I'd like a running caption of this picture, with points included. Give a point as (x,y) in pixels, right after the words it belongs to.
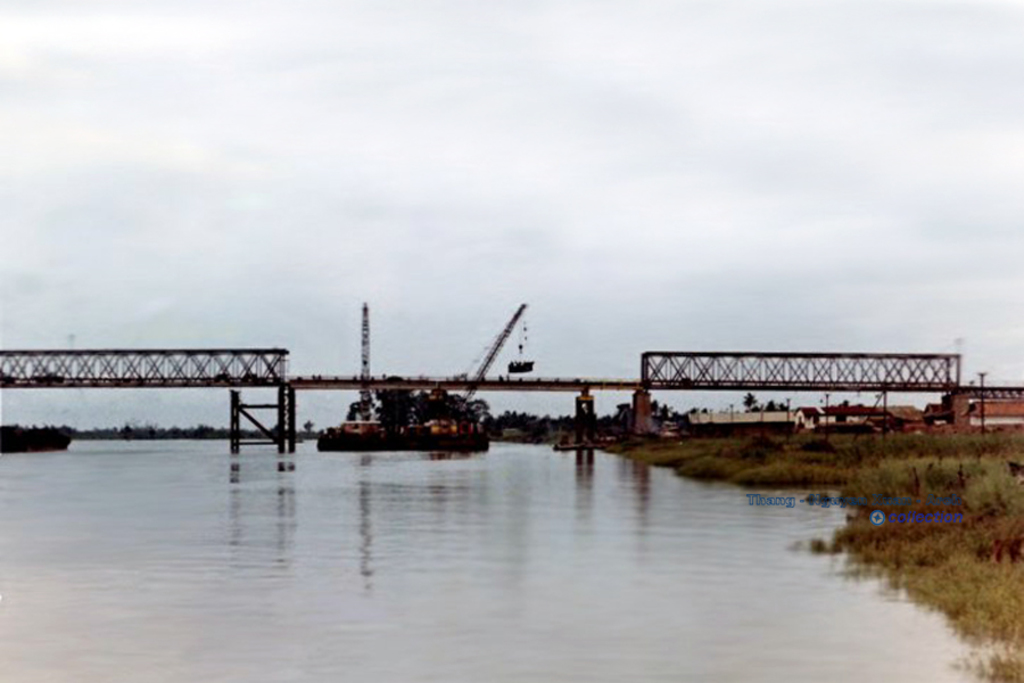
In this image we can see the river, some houses (869,423), some poles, one big object (363,408) look like a pole (366,412), one bridge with pillars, one crane (434,422), some objects (16,436) on the ground (643,443), some text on the right side of the image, one object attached to the crane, some trees (227,435), plants (887,435) and grass (990,497) on the ground (971,485). In the background (965,302) there is the sky (429,270).
